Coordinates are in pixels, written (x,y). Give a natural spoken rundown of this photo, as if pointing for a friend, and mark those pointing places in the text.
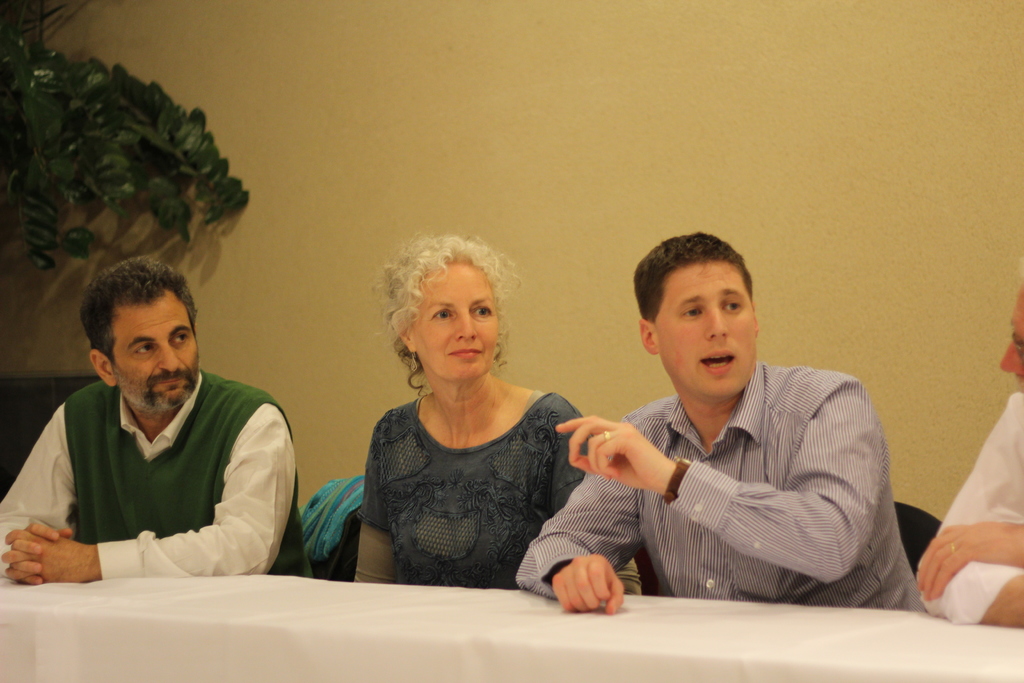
In this image there are a few people (735,422) sitting on their chairs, in front of them there is a table (474,640). On the left side of the image (62,117) there is a plant (96,170) and there is a wall (718,222).
